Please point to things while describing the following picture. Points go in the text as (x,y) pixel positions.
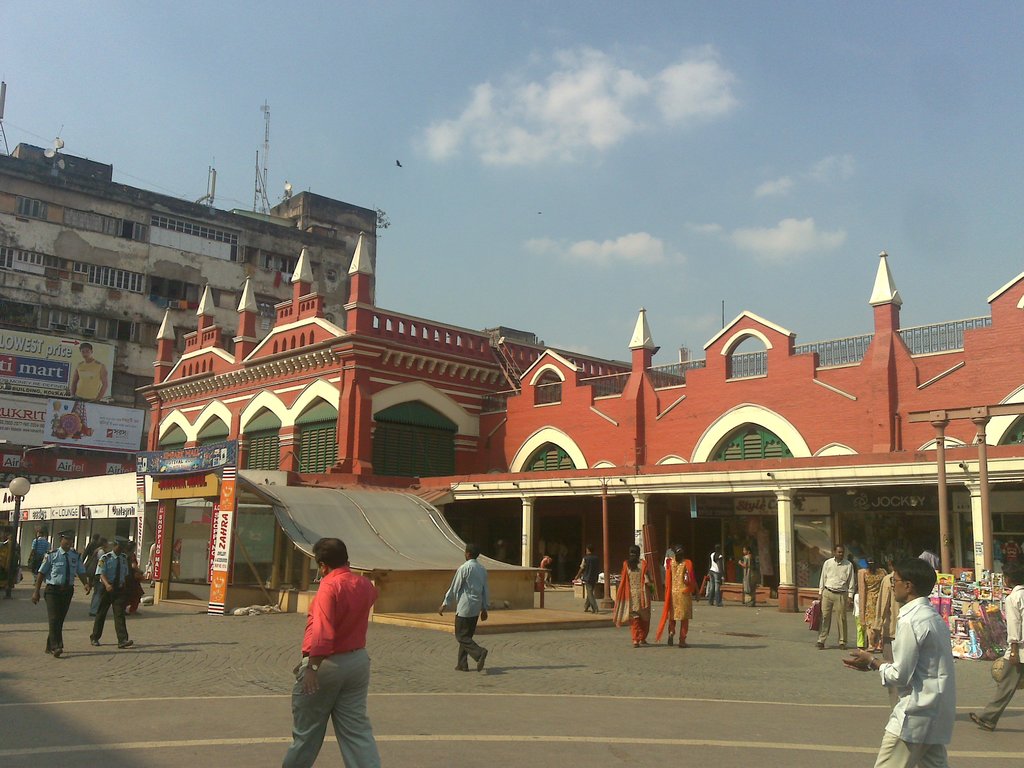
In this image in the front (354,629) there are group of persons (688,612) standing and walking. In the background (346,366) there are buildings (138,373) and there are boards (78,353) with some text (60,373) written on it and the sky (425,169) is cloudy.
